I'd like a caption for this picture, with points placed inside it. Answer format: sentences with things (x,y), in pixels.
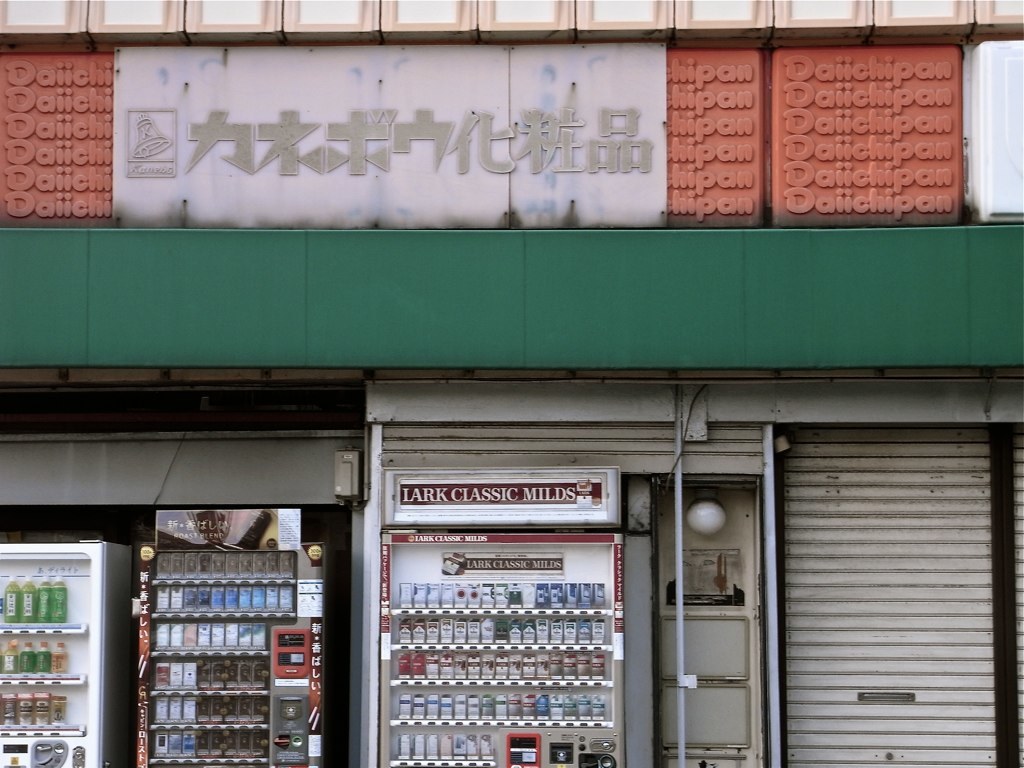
The picture consists of a store (671,529). At the bottom (160,717) there are vending machines (445,564) filled with drinks (10,596) and cigarettes (438,603). In the center (447,284) there is a wall (66,277) painted in green color. At the top (262,98) there is a hoarding (545,138), with some text (535,136) on it.
